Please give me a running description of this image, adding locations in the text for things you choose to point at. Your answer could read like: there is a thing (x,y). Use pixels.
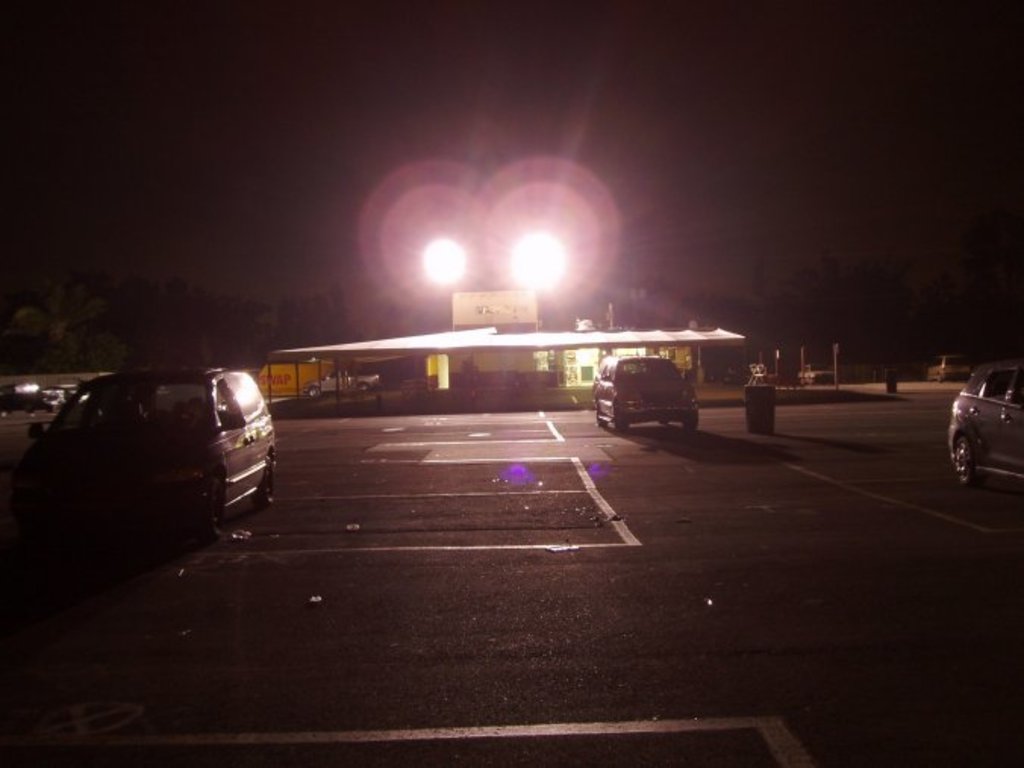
In this image I can see some vehicles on the road (538,514). In the background (558,271), I can see the lights (549,259).
